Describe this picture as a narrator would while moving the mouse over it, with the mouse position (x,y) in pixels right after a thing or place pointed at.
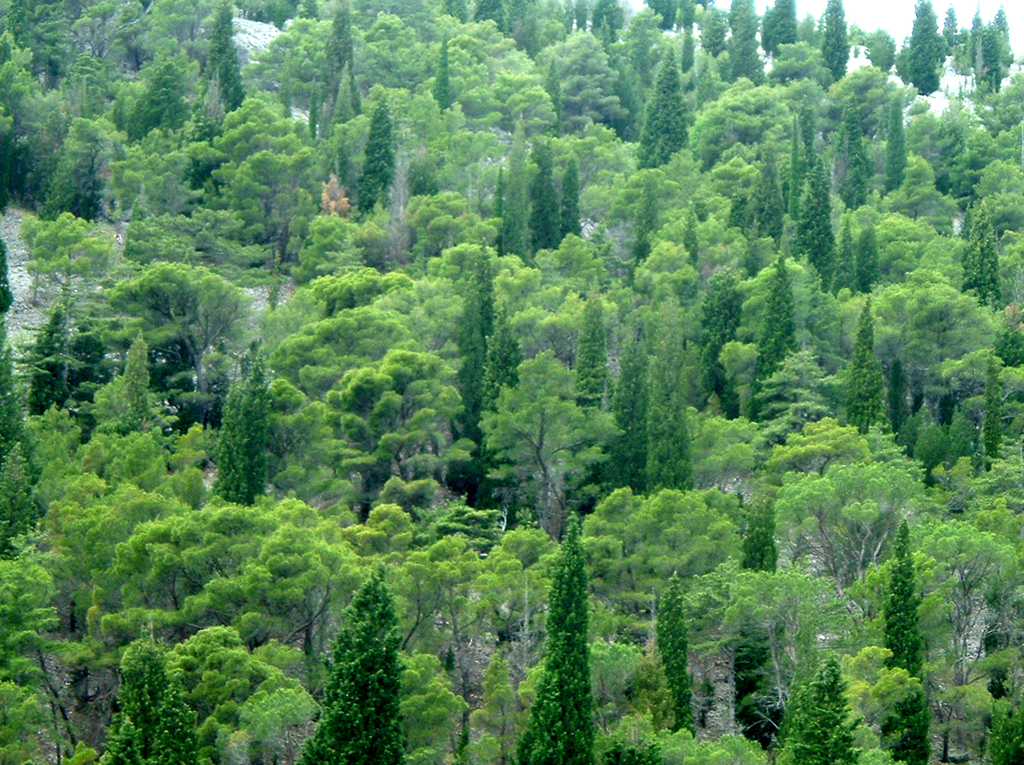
In this image we can see trees (522,387).
